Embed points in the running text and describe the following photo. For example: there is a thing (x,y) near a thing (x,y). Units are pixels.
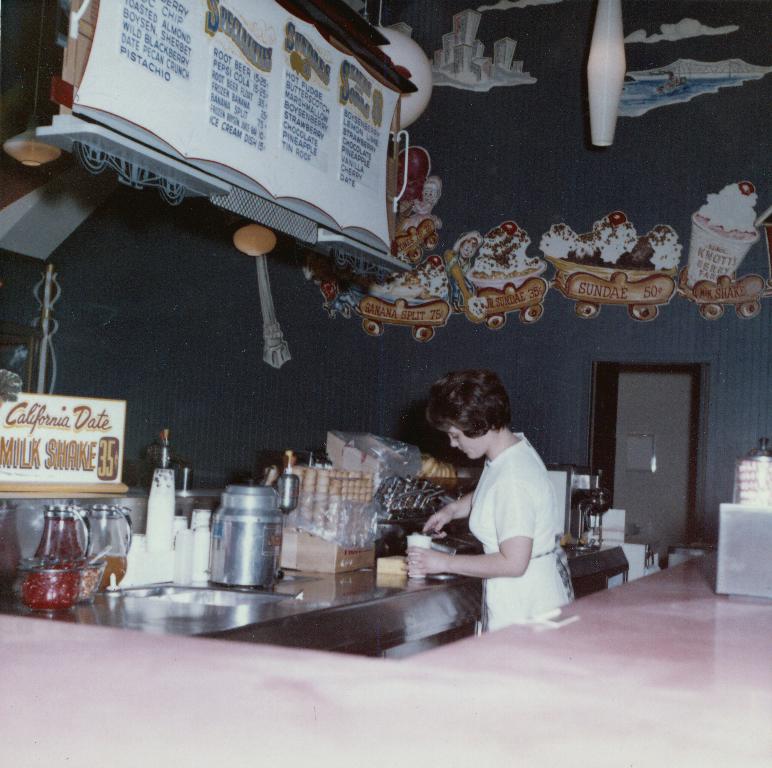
In the picture there is a woman (540,531) making ice cream (408,547), there is an ice cream machine (252,489), ice cream cones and flavor jar (127,547) above there is a cloth (244,144) and left side (182,102) corner there is a menu (176,129).
